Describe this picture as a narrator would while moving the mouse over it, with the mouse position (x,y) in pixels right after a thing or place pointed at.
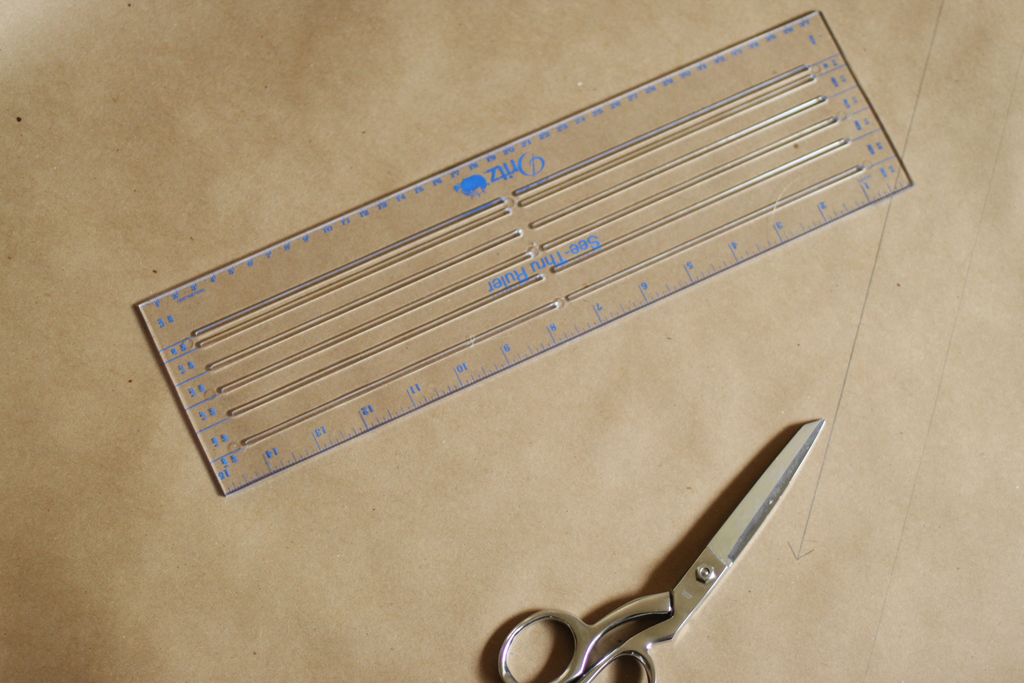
In this image I can see a paper (748,462) which is cream and brown in color. On the paper (235,48) I can see a scale (407,281), a scissors (683,594) and few lines (808,525) drawn on the paper (834,457).
